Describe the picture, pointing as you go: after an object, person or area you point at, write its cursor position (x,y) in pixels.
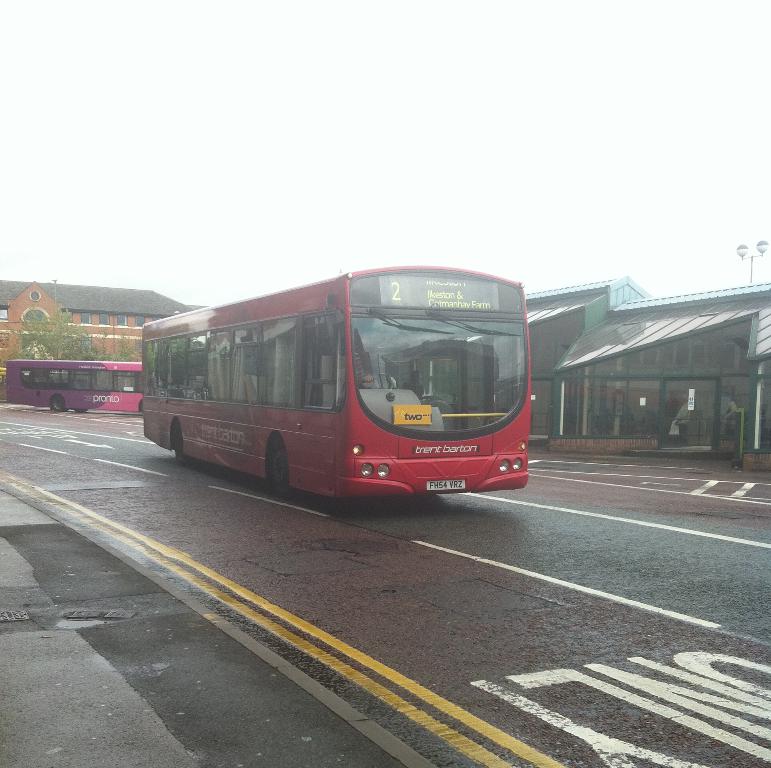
On the road (458,720) there are two buses (115,385) moving beside a bus bay (543,394) and in the background (57,289) there is a building (87,323) and the climate is breezy.
